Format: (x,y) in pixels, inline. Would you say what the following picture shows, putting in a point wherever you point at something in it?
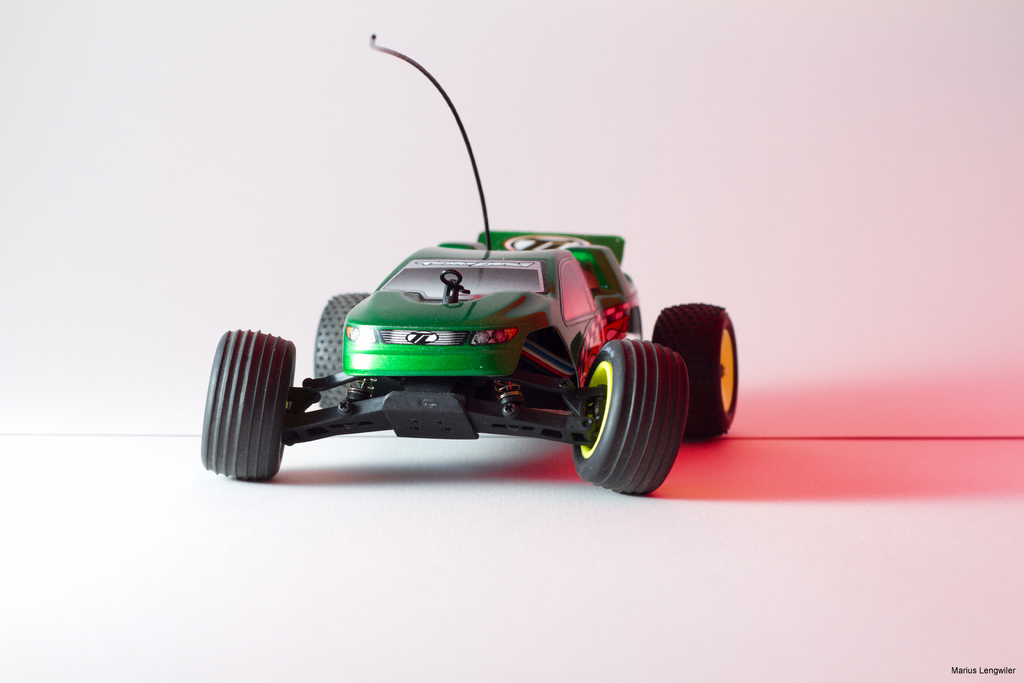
This is a toy car (439,330) with the four wheels (327,326) attached to it and a wire (471,156) hanging on it.
